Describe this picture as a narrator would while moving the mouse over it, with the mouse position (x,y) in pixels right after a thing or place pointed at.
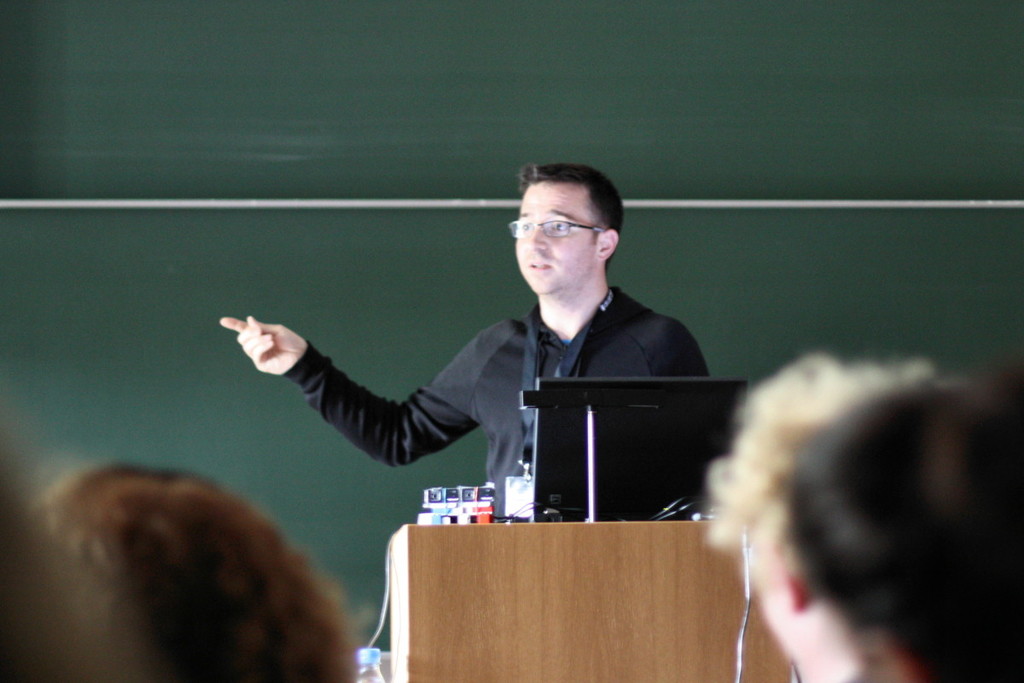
In this image there is a man (470,382) standing in front of the podium (592,645) and talking. There is a laptop (637,466) on the podium (600,658). There is crowd (782,554) in front of him. At the background (625,93) there is a wall (641,86).
